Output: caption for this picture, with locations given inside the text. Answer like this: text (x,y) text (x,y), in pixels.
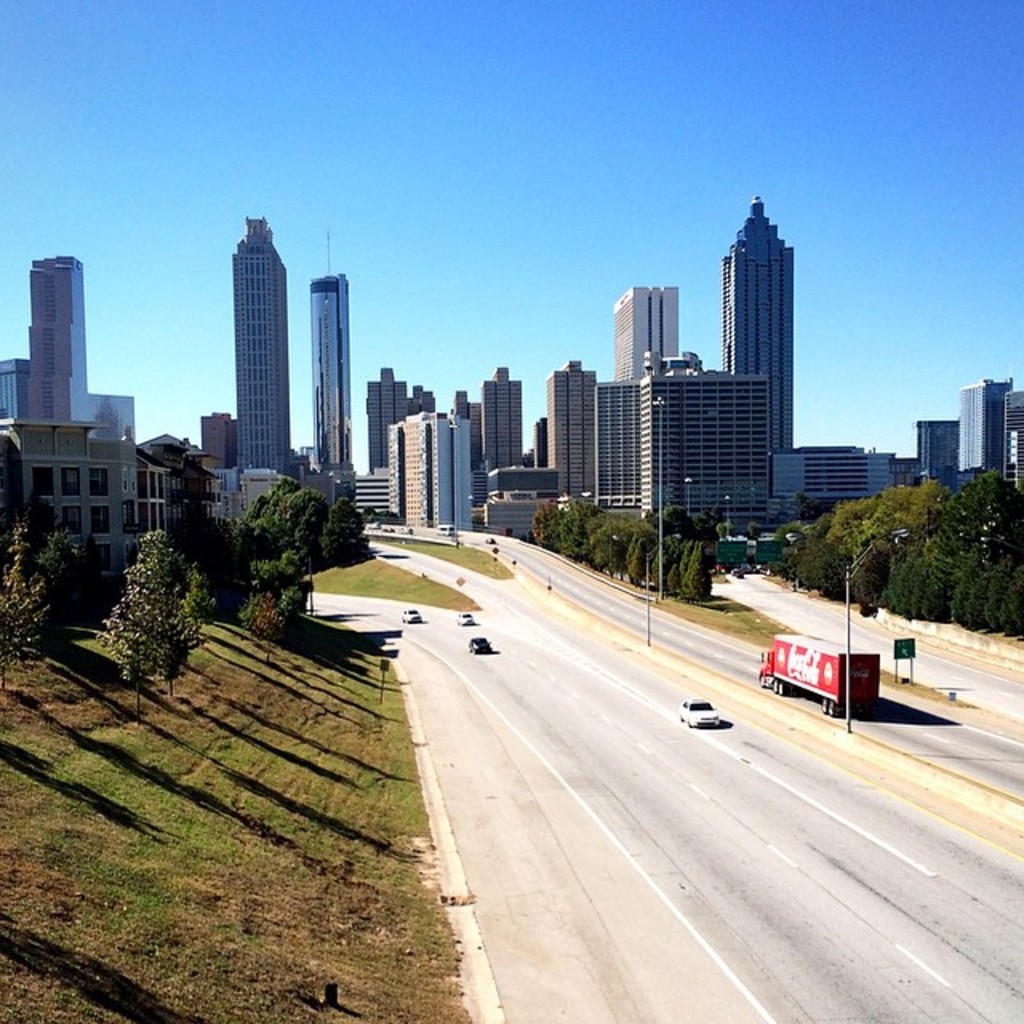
This is an outside view, in this image at the bottom (617,896) there is a road (592,669). On the road (530,651) there are some vehicles (416,618), on the left side (315,692) there are some trees (252,570) and grass (167,872). In the background (43,345) there are some buildings (552,424), skyscrapers (57,341), trees (982,503), poles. At the top of the image (367,189) there is sky (264,146).
